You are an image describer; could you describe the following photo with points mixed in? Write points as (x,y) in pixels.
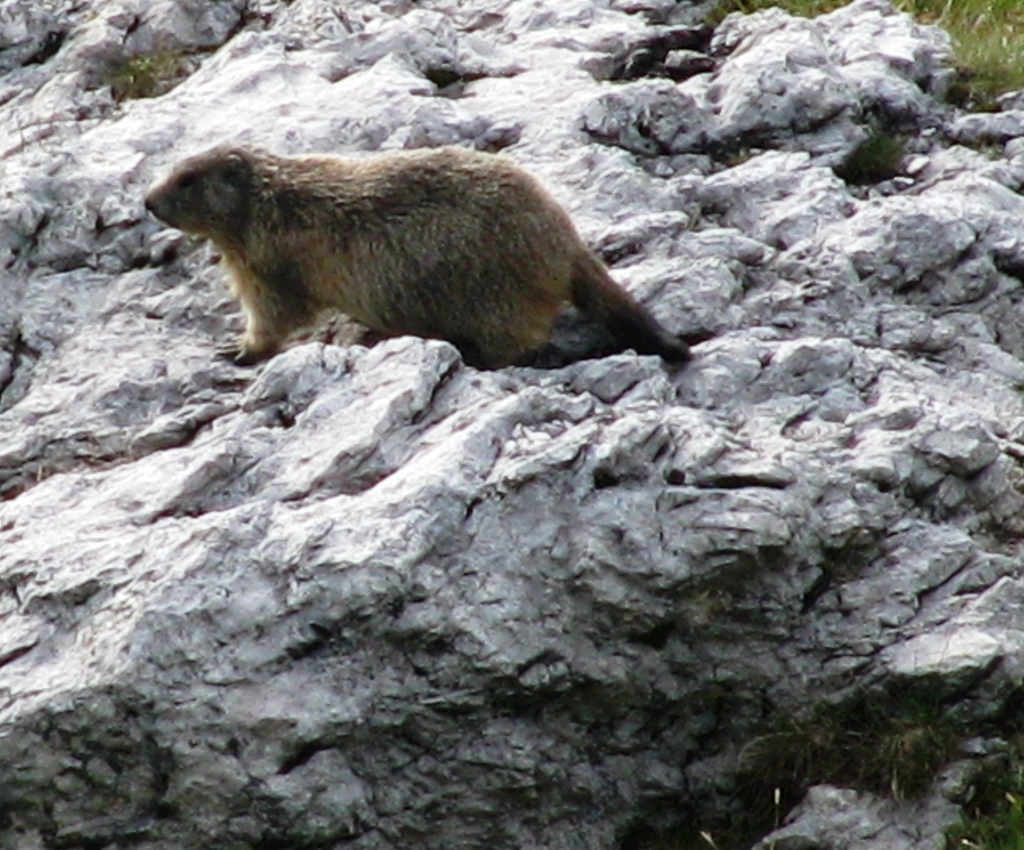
In this image, we can see an animal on the rock (714,241), we can see the grass (963,48) on the right side (970,55) top.
